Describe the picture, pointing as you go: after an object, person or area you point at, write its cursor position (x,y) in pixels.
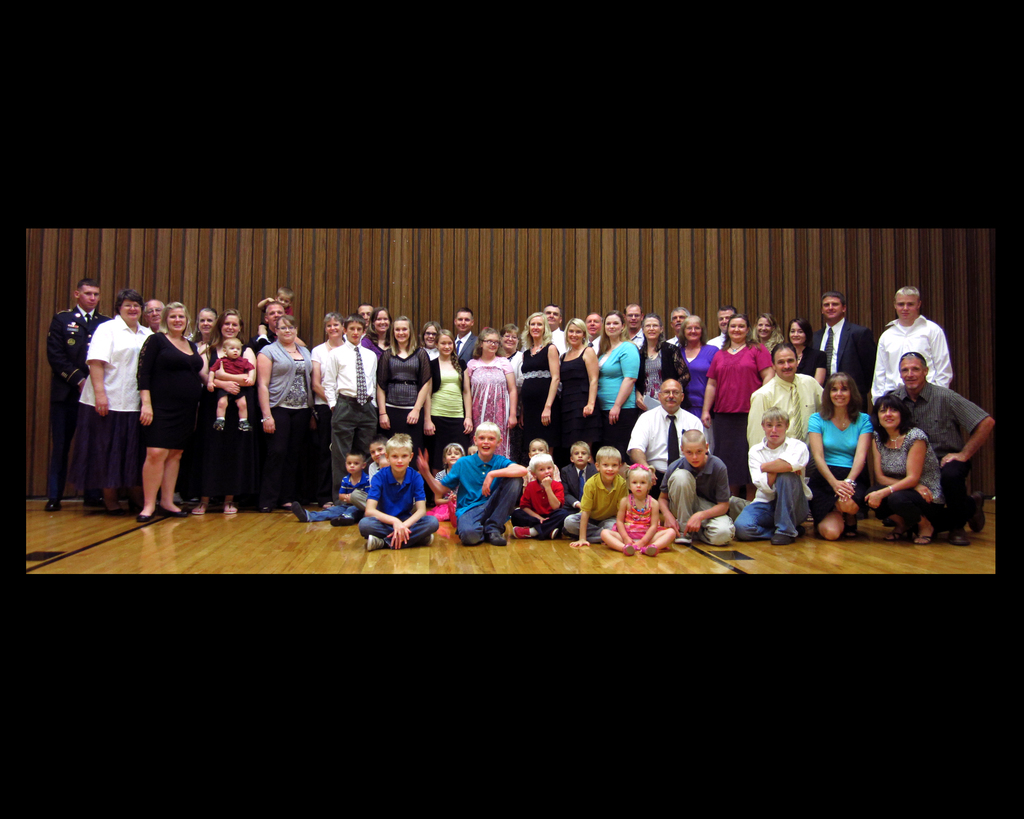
In the image we can see there are many people (411,433) standing and sitting. We can even see there are children's (531,492). They are wearing clothes (383,353) and some of them are wearing clothes (709,466) and they are smiling. Here we can see wooden surface (210,537) and the wall (521,269).
